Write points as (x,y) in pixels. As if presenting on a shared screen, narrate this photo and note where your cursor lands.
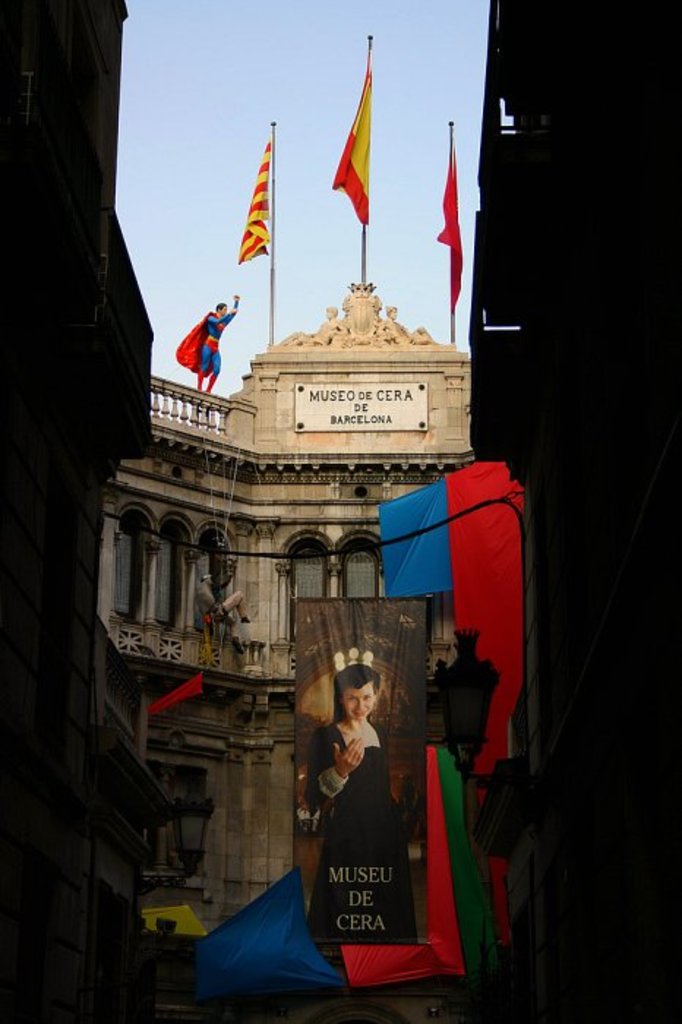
In the center of the image (357,534) there are buildings (235,756), banners (354,782), flags (369,161). In the background of the image (333,55) there is sky (285,82). There is a statue (199,378) of a superman (220,363) on top of the building (264,425).
